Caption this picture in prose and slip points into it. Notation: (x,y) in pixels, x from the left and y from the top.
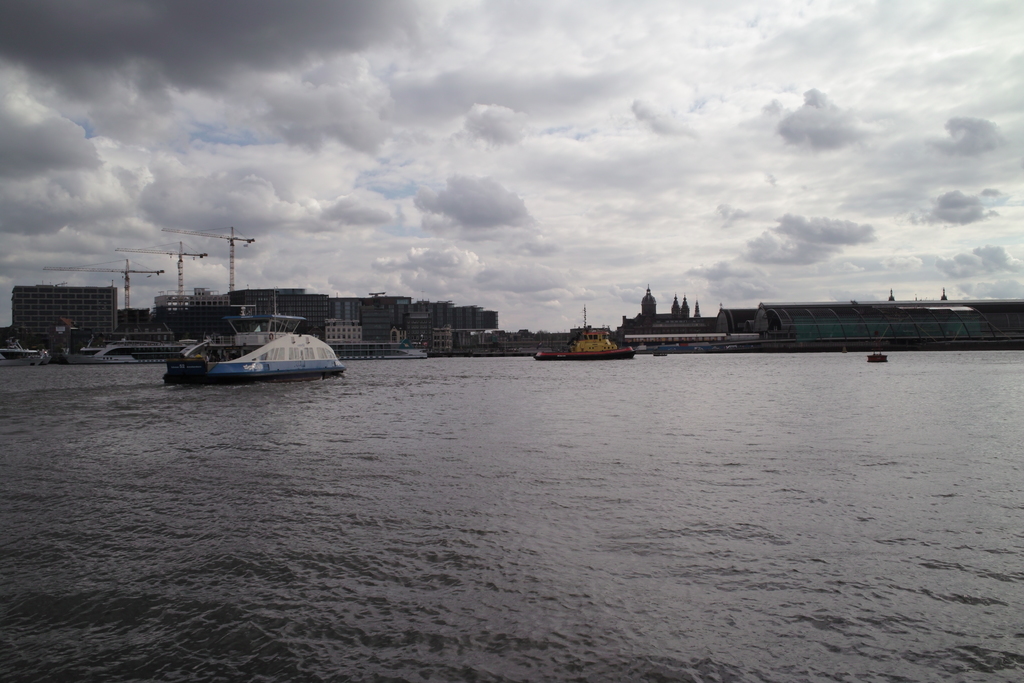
This is an outside view. At the bottom (224,540) there is a sea (482,502) and I can see few boats (244,361) on the water (361,412). In the background (375,309) there are few buildings (356,308). On the left side (143,271) there are three cranes (232,250). At the top of the image (460,135) I can see the sky (680,126) and clouds (788,99).
